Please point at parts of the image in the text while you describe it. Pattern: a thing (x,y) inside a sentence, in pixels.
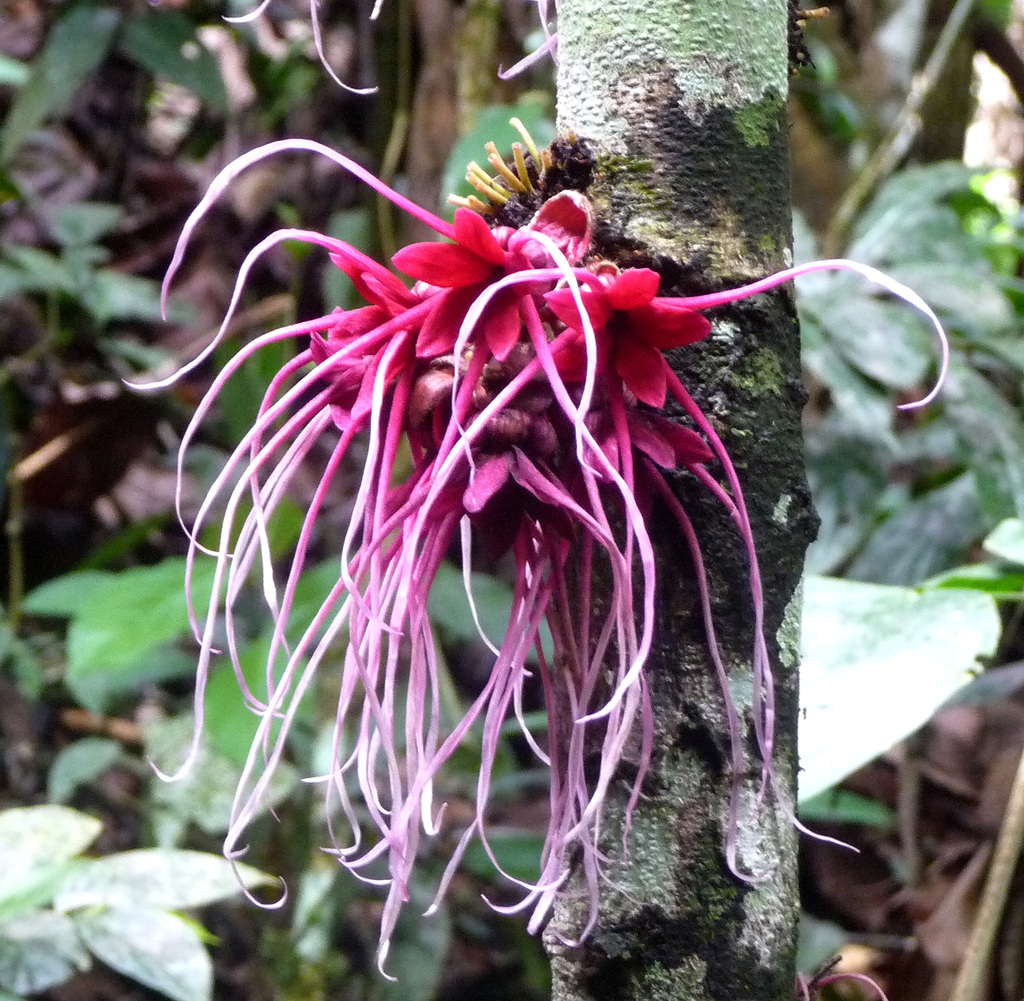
In this picture there is a flower plant (233,582) in the center of the image (665,645) and there are other plants (69,883) in the background area of the image (97,933).
